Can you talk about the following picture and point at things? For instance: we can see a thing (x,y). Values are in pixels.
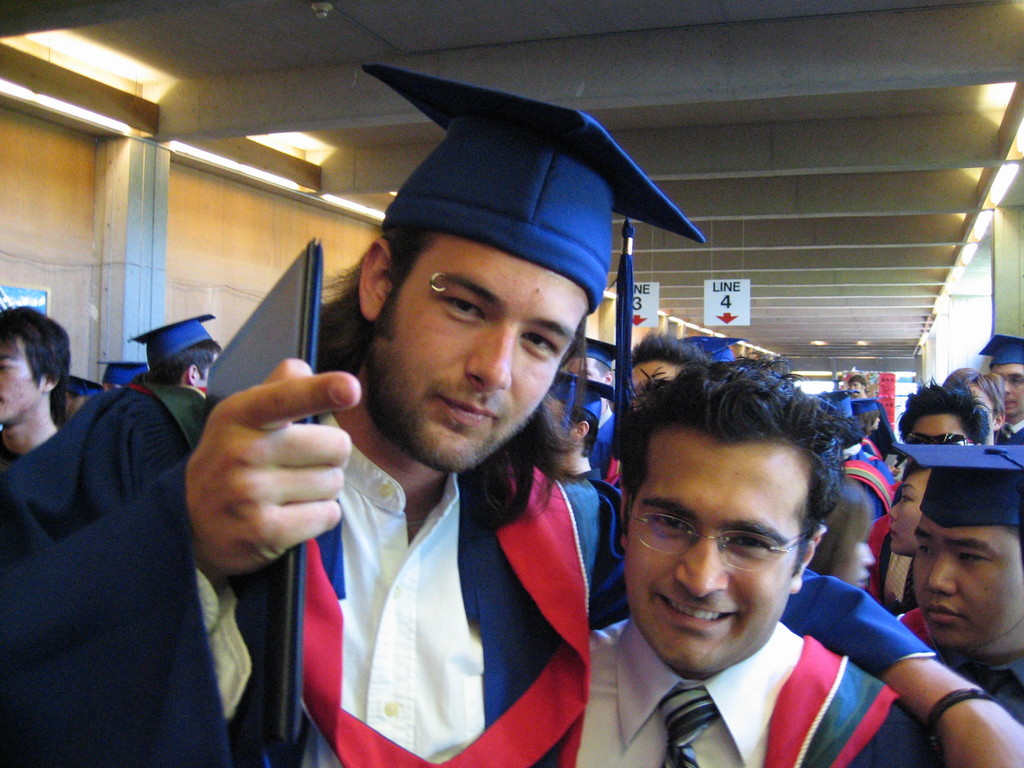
In the picture I can see a person (520,177) wearing jacket (549,551), white color shirt (352,592) and hat (583,203) is holding some object (287,611) and is on the left side of the image (183,588) and a person (745,483) wearing spectacles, tie (675,729), shirt (736,732) and jacket (928,752) standing on the right side of the image (750,688). In the background (5,376), we can see a few more people (1,334), we can see the ceiling lights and boards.
